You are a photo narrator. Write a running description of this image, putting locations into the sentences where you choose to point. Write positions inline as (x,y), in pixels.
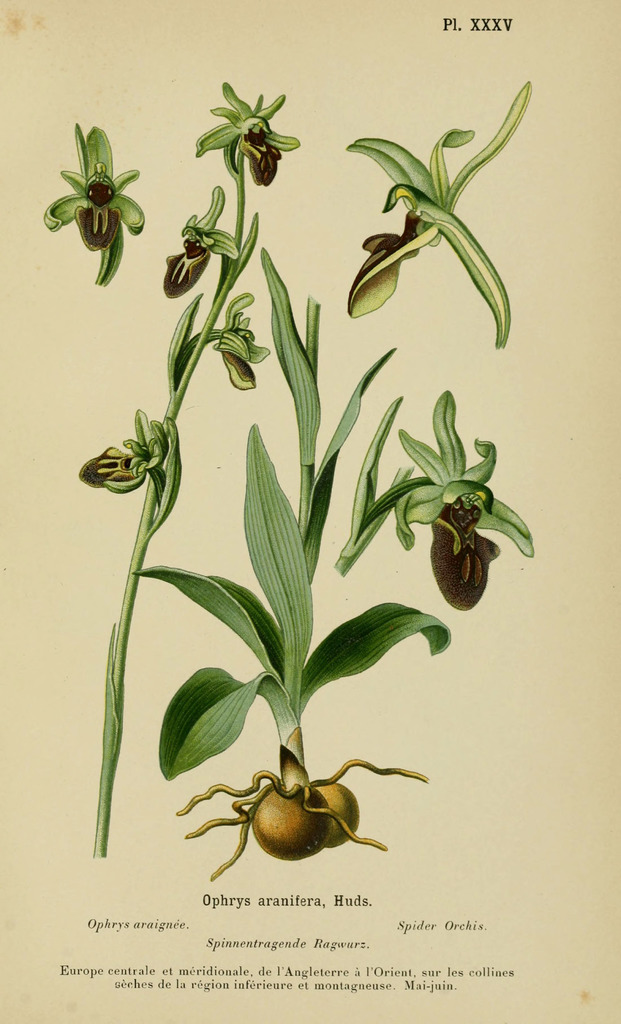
In this image I can see the depiction of few plants (247,596) which are green in color and its roots (306,791) which are brown in color. I can see the cream colored background (497,382) and few words (215,896) written on it.
